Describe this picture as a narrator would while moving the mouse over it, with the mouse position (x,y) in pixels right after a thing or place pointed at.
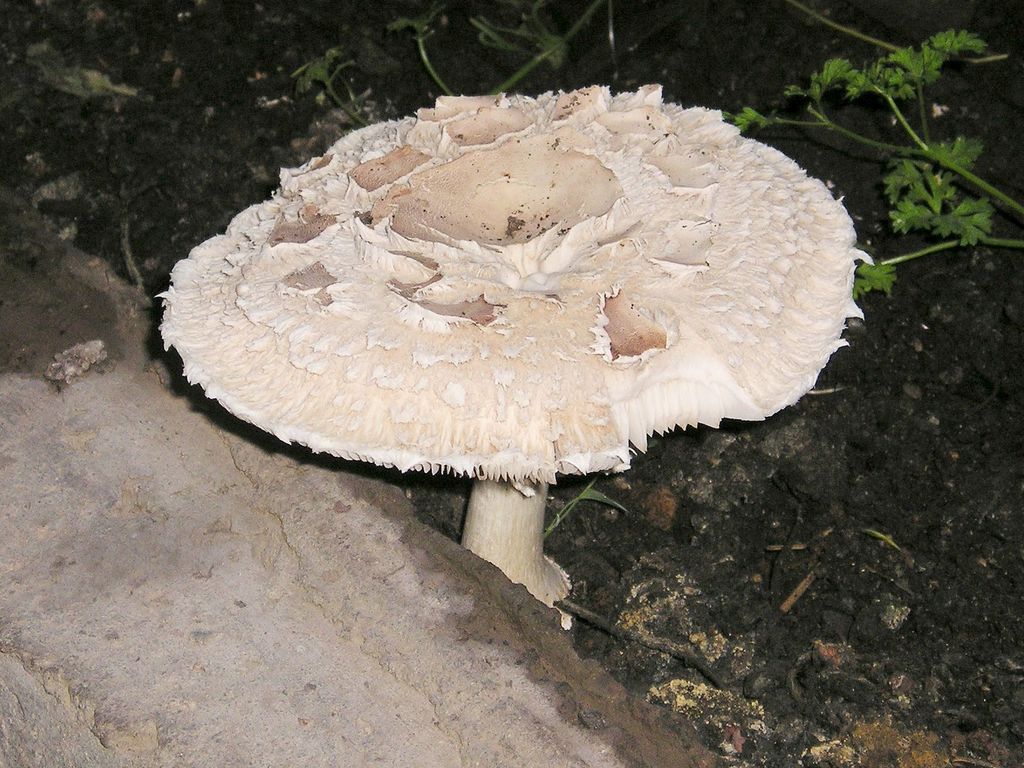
In the center of the image (433,316) we can see mushroom (474,539) on the ground (747,449).
